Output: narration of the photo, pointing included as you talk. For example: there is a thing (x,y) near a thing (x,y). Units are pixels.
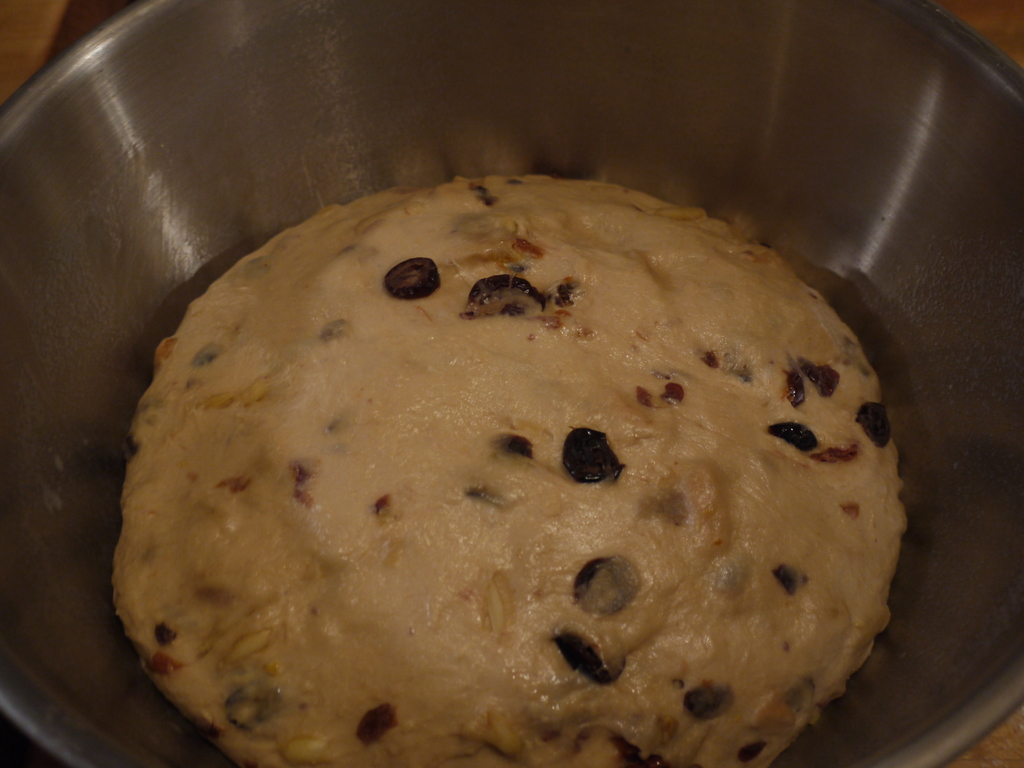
In the center of the image (504,440) we can see a dough (542,552) placed in the bowl (36,416).
